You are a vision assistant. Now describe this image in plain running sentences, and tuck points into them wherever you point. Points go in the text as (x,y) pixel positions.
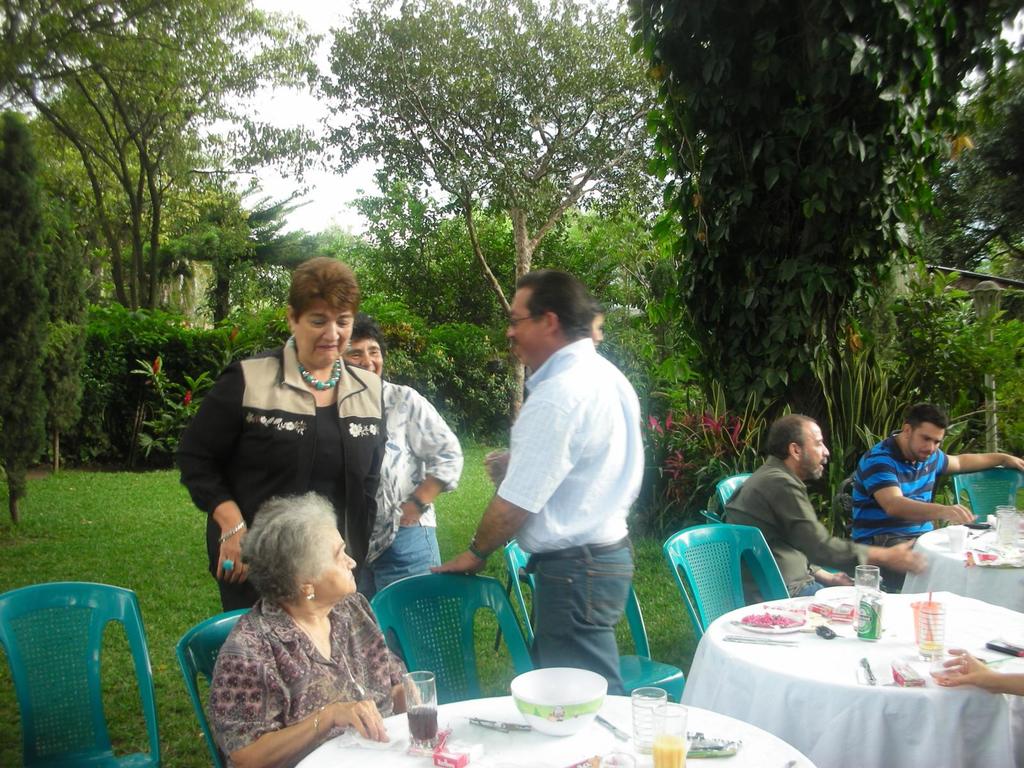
In the center (593,441) we can see the three people (598,413) were standing and the bottom we can see one woman (328,650) is sitting in front of table (497,745). And on table (472,729) there are some objects (588,715). Coming to the right (776,534) we can see two more people (865,487) were sitting. And the background (720,84) is of trees (235,153).
